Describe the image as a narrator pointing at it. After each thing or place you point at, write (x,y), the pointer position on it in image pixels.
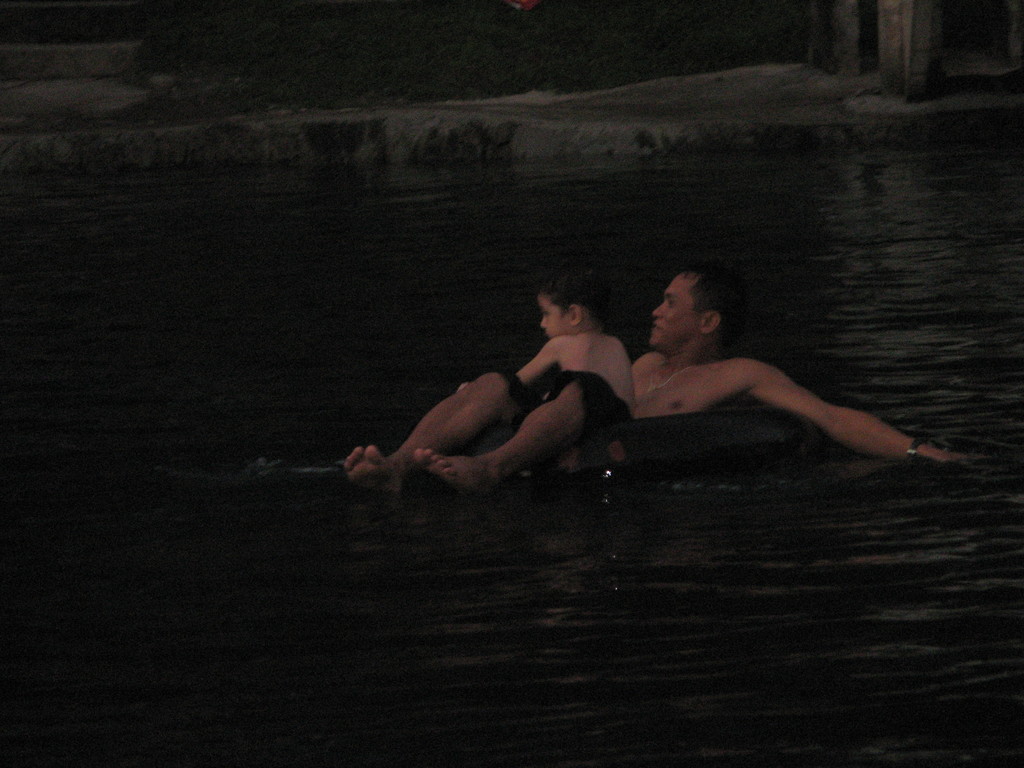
In this image we can see a boy (603,360) on a person (579,428) sitting in a swimming tube (683,462) placed on the water (689,502).
